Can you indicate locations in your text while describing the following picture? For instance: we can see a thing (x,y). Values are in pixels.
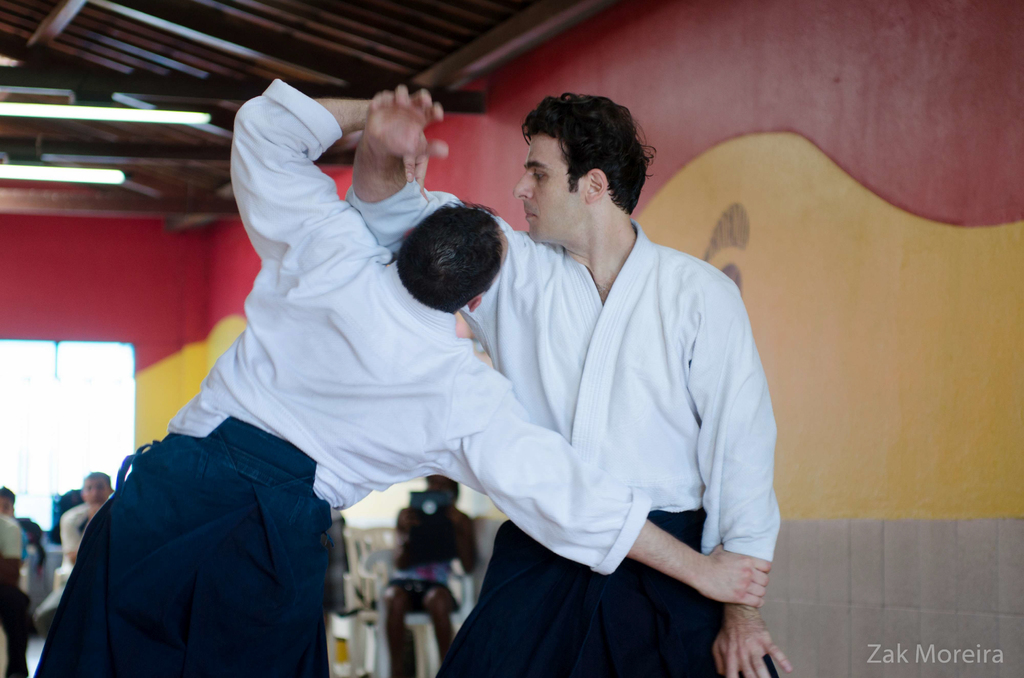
In the image we can see two men (414,419) standing, wearing clothes (447,435) and it looks like they are doing martial arts. We can see there are even other people (427,509) wearing clothes (9,543) and they are sitting. Here we can see chairs (369,540), wall (967,361) and the lights (7,118). On the bottom right (897,650) we can see the watermark (936,649).
